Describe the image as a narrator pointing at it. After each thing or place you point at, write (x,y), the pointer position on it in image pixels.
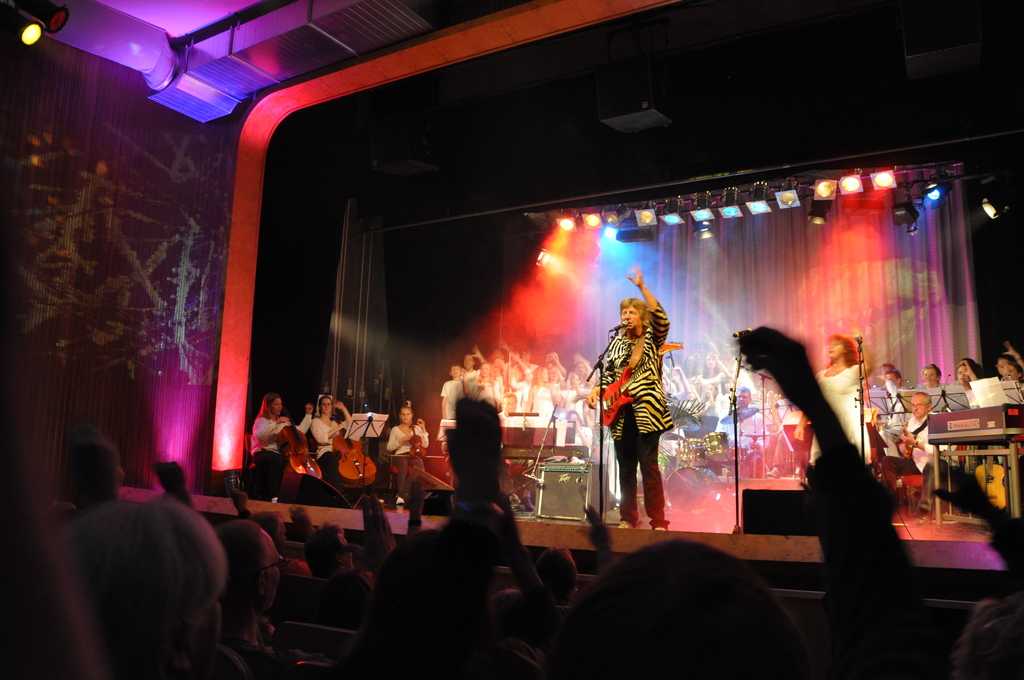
In this image at front (470,550) people (407,590) are sitting on the chairs (316,600). In front of them there is a stage (523,520). On a stage (644,450) people (648,400) are singing the songs. On both left (290,447) and right side of the stage (410,435) people (400,431) are sitting on the chairs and playing musical instruments (340,477). At the top of the roof (101,50) there are lights (50,16).
